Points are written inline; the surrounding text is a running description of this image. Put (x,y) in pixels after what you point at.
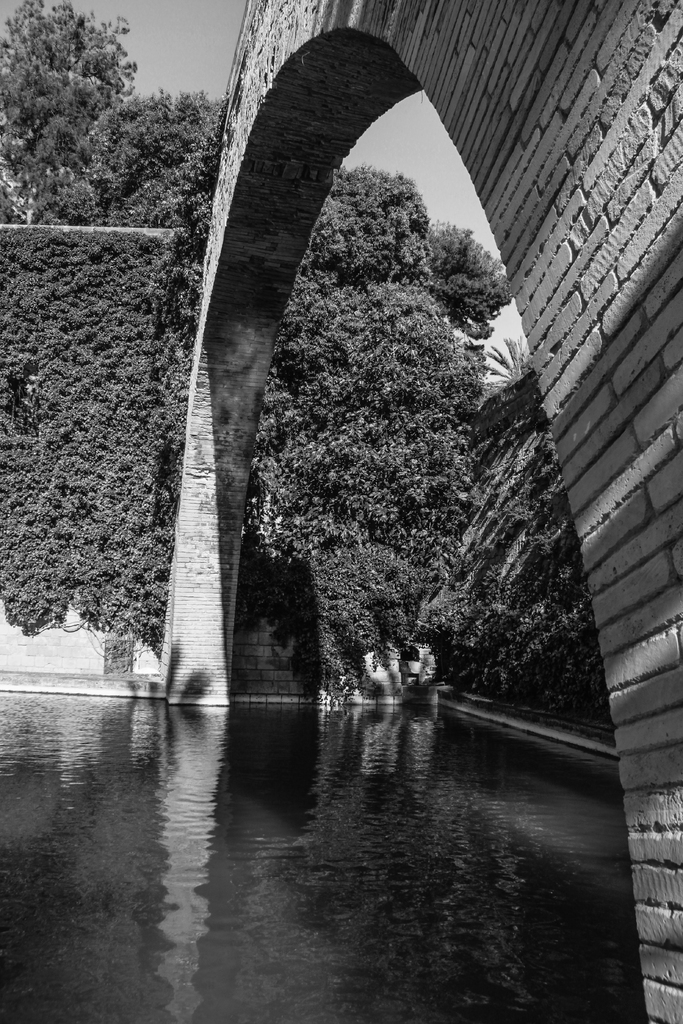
In this image, we can see an arch (216,188). At the bottom (460,853), we can see the water (405,837). Background (275,653) there is a brick wall (268,648), few plants (495,671), trees (346,462) and sky (216,72).
